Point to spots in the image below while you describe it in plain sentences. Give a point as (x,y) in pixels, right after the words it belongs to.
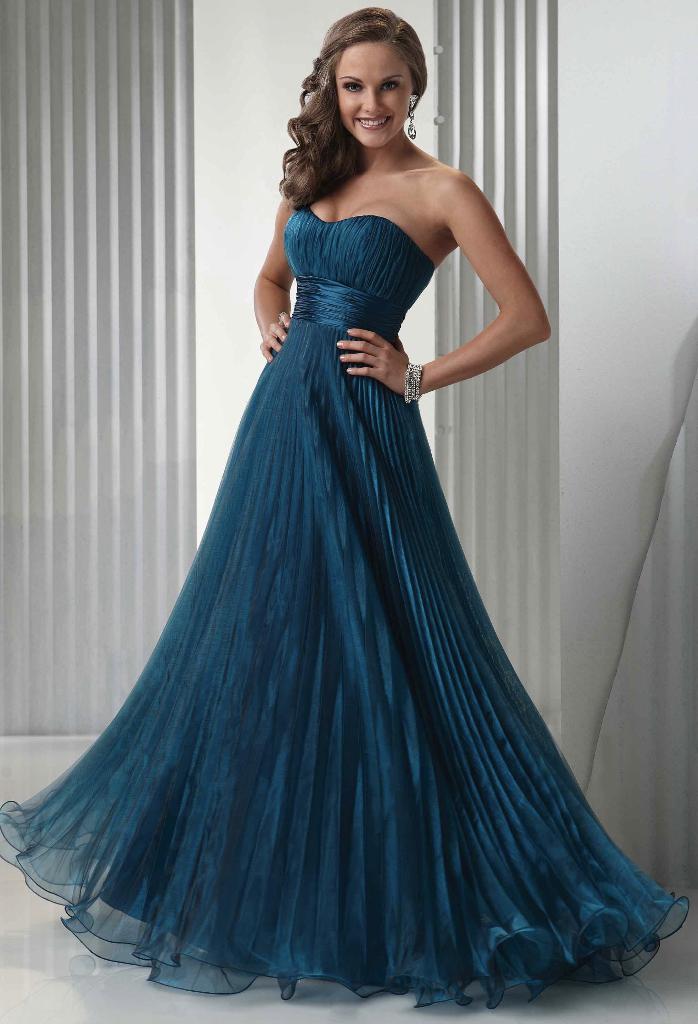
In this picture we can see a lady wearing a teal blue gown (250,440) and standing on a white floor (346,1018).
